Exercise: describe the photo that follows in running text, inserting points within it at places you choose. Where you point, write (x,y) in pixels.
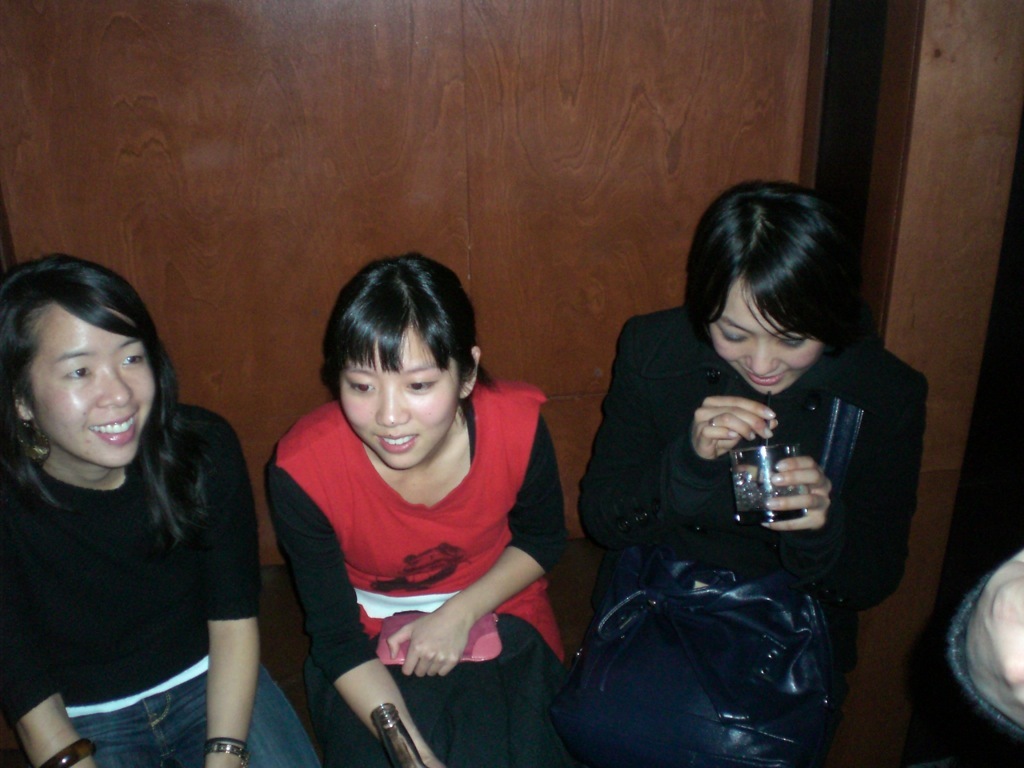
In this image there are three women (426,568) sitting towards the bottom of the image (435,614), there is a woman (411,576) holding an object (477,651), there is a woman (784,341) holding a glass (776,465), there is a bottle (393,728) towards the bottom of the image (399,746), there is a person's hand (982,613) towards the right of the image (974,591), at the background of the image (668,175) there is a wooden wall (464,151).
